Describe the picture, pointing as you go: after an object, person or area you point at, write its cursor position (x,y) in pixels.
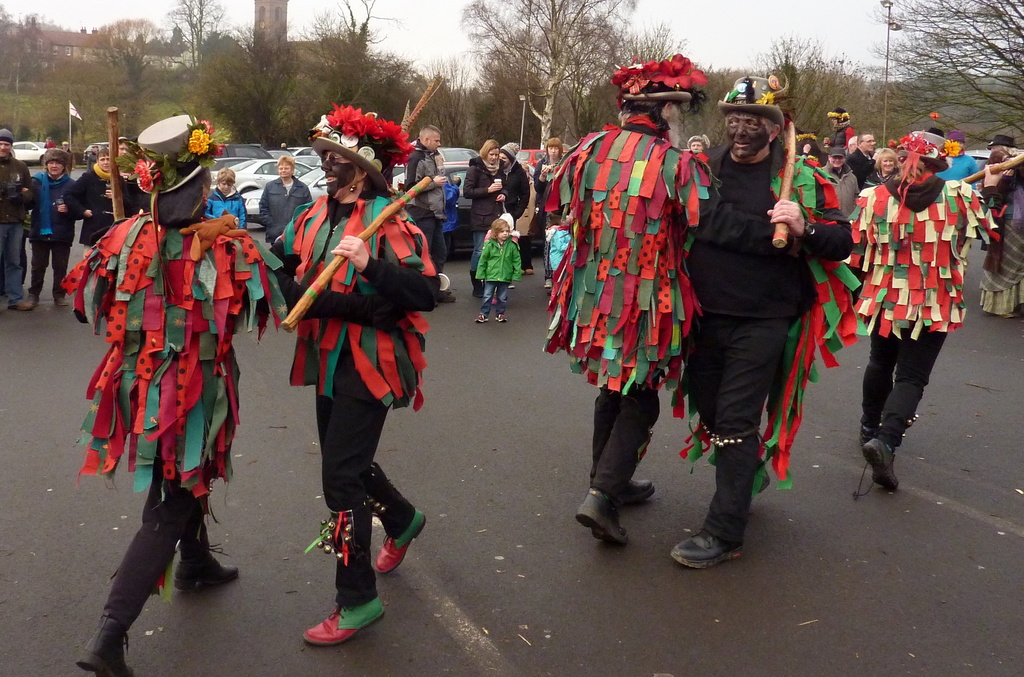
In the picture I can see people (390,293) are dancing while wearing different dresses (379,423). In the background (221,110), I can see groups of people (272,185), trees (260,135), and cars (264,155) and one building (90,54).
